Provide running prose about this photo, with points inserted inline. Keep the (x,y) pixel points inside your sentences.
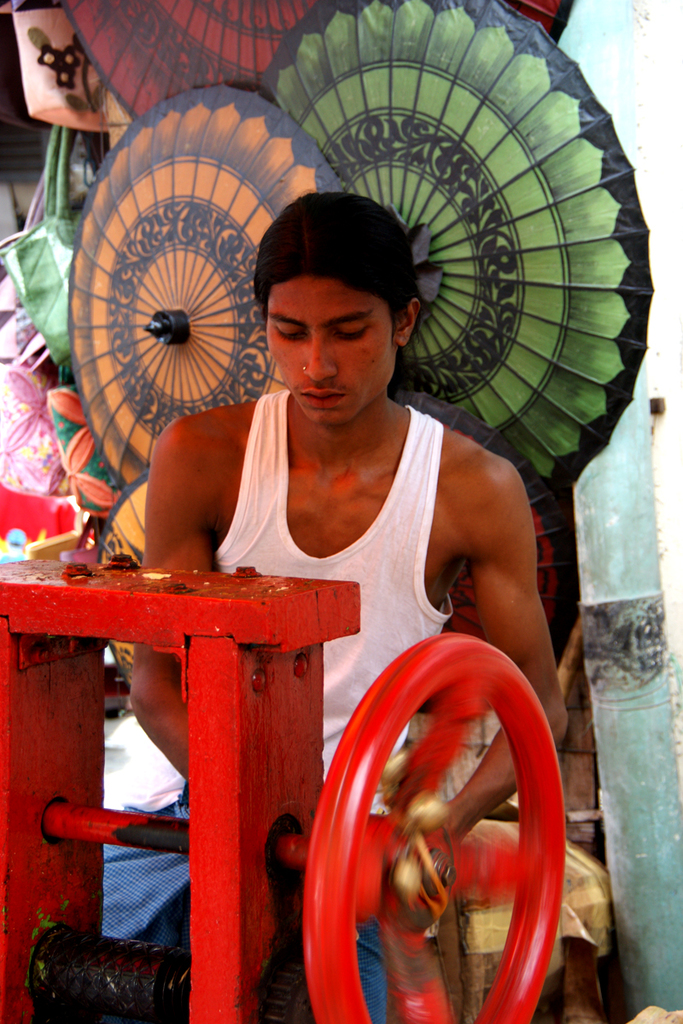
At the bottom (278,693) we can see a machine (291,671) and it has a wheel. In the background (187,302) we can see a person (301,438), bags (1,291), objects (160,143) and wall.
